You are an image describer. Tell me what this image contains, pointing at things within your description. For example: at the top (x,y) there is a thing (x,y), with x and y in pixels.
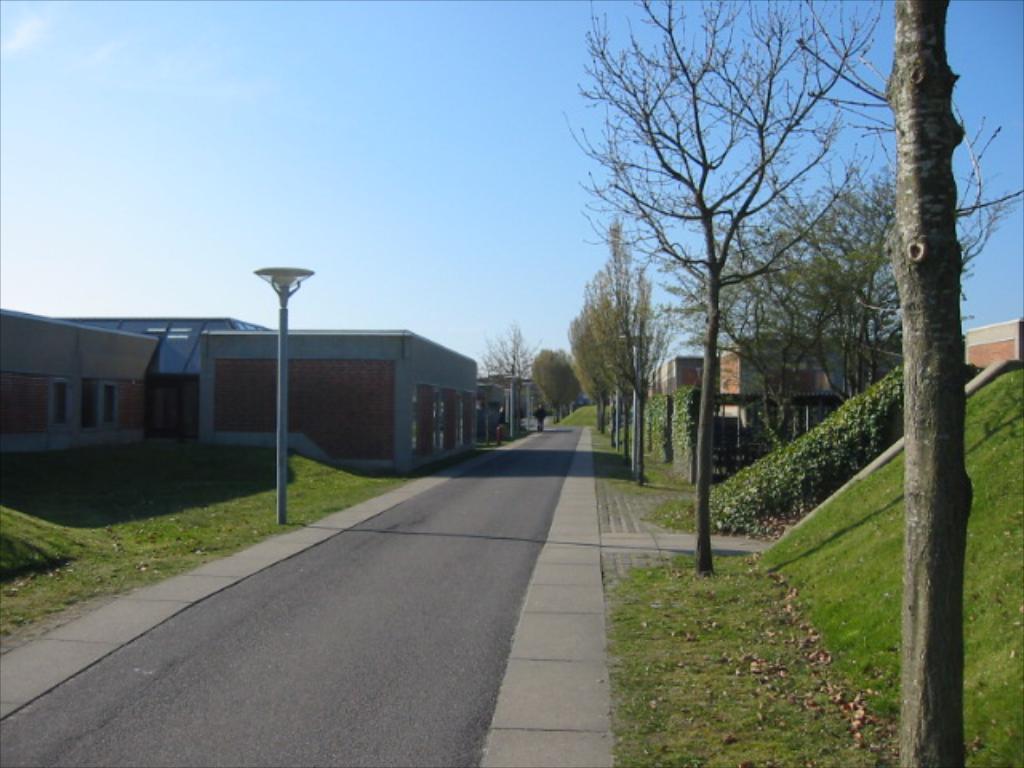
In this image on the right side (937,357) and left side (324,387) there are some houses (777,387), trees (640,402), grass (887,599), plants (779,461) and on the left side (287,426) there is one pole (279,395). At the bottom (230,600) there is a road (569,430), and at the top of the image (280,143) there is sky (442,101).
